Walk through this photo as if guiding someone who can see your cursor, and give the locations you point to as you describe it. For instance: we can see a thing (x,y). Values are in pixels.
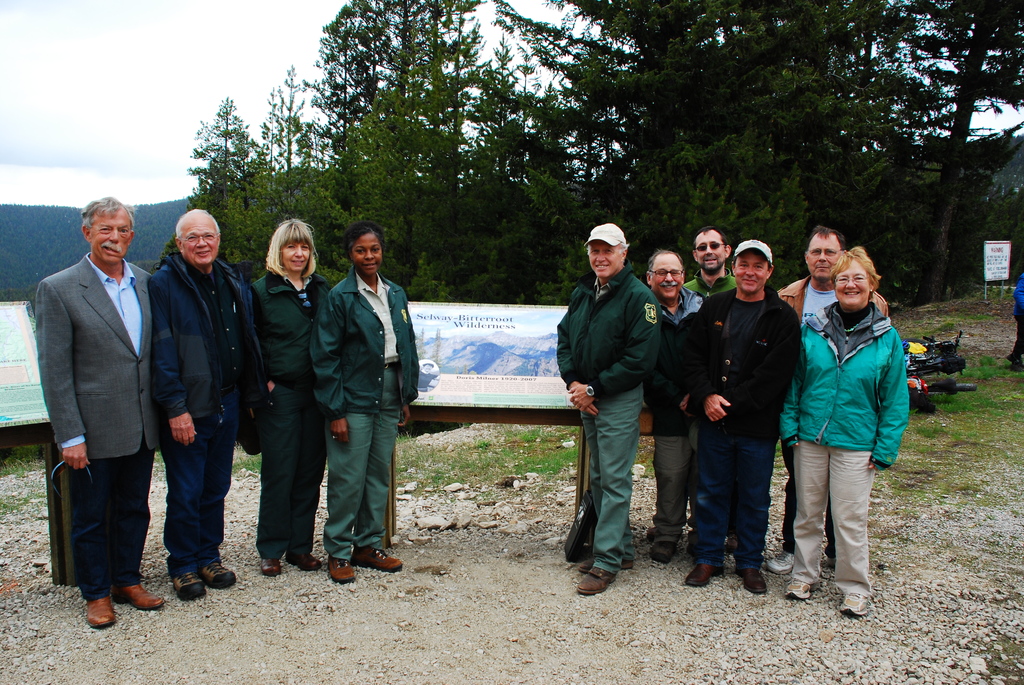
There are two groups of persons (366,334) standing and smiling on the ground (885,619). In the background (524,333), there are two hoardings (1003,257), there are trees (712,183), mountain (59,217) and clouds (68,69) in the sky (80,46).
